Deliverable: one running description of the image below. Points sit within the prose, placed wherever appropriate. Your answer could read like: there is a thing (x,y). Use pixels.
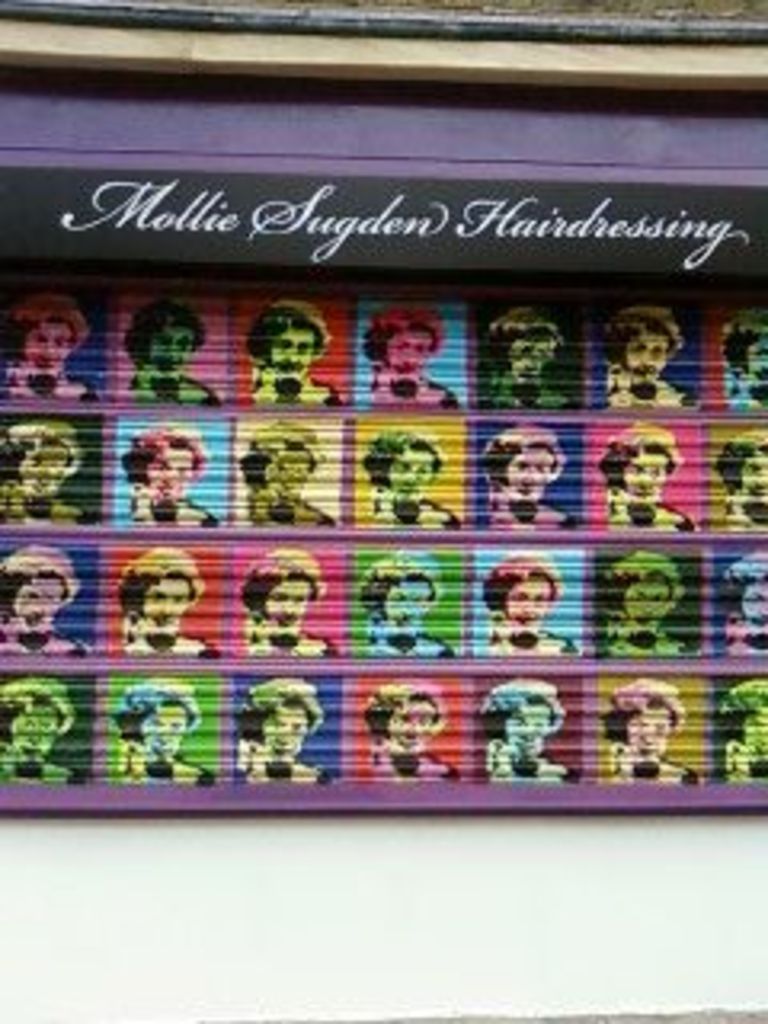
In this image we can see a wall (544,849). On the wall (606,170) we can see some text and group of images (450,637) of a person (419,375).
